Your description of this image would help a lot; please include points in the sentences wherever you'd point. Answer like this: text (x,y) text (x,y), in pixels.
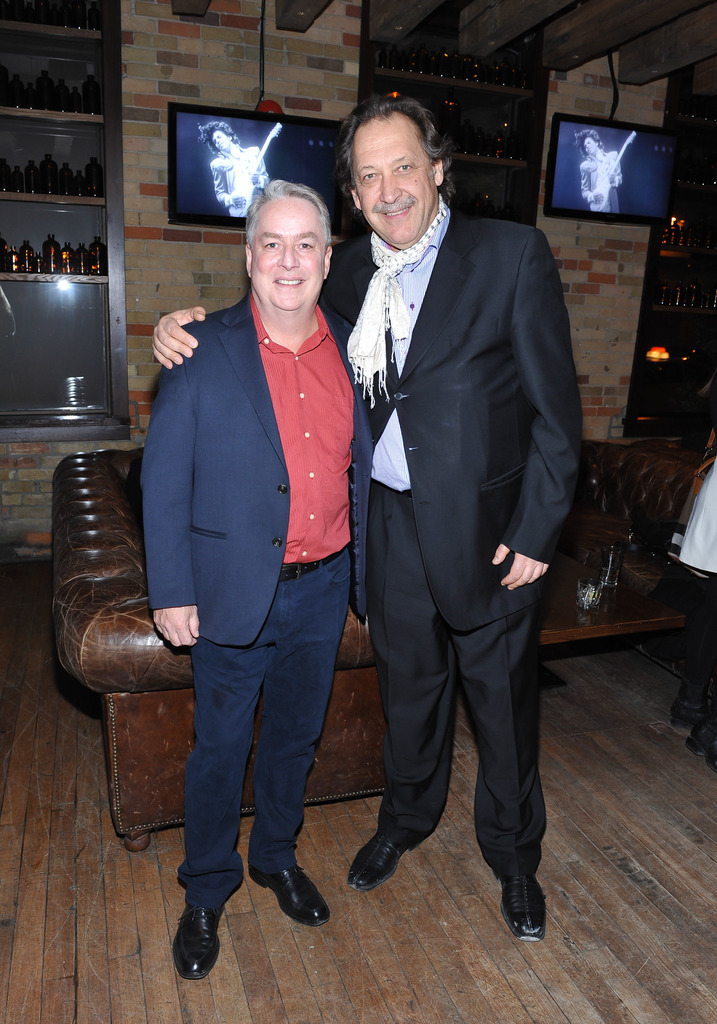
In this picture we can see two men (342,535) standing and smiling, in the background (315,98) there is wall (329,72), we can see two screens (588,142) on the wall (319,67), on the left side (63,275) there is rack (63,275), these two persons (337,424) wore suits (371,513).
